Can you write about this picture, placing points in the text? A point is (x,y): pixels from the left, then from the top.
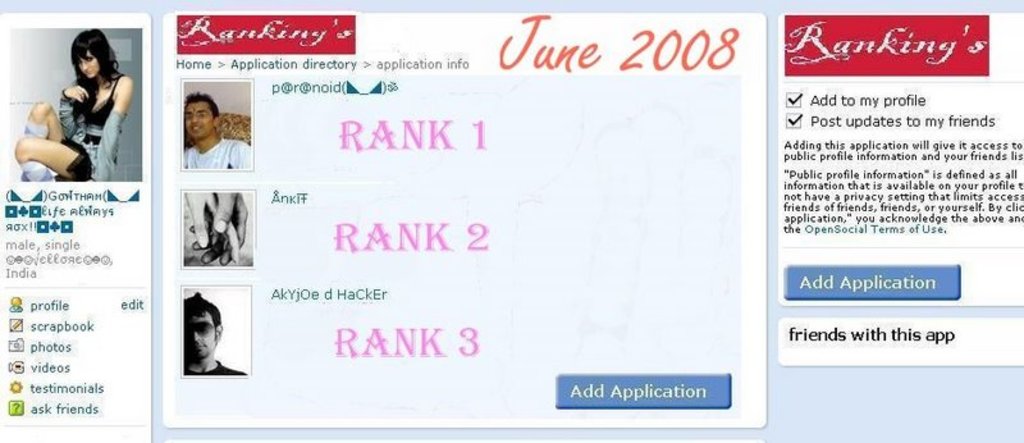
In this image there is a screenshot (568,24), in that there are three profiles (216,80) and there is some text (870,47) in that screenshot (115,89).
